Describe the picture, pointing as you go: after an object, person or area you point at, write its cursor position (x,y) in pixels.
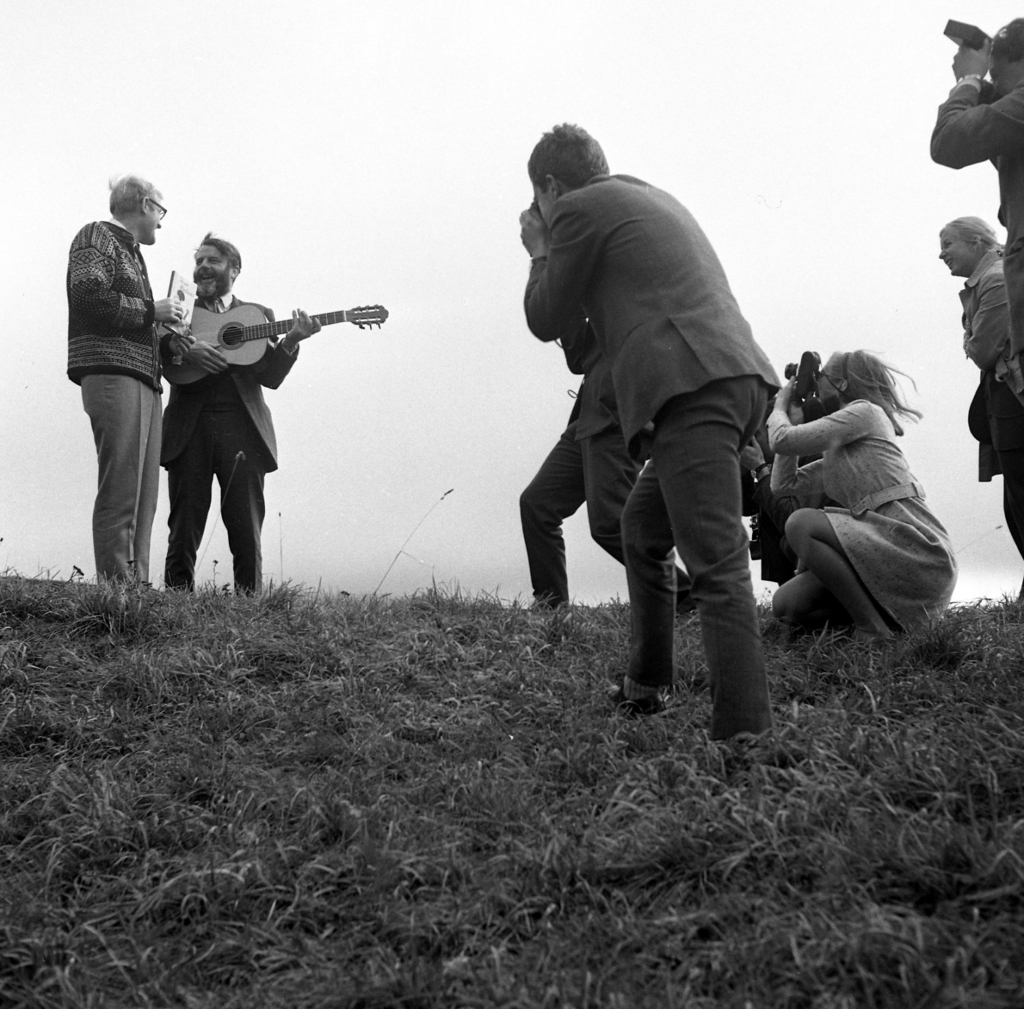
In the image we can see there are people (119,369) who are standing and holding guitar (234,343) in their hand (293,330) and the ground (340,877) is filled with grass (267,690) and the image is in black and white colour.
